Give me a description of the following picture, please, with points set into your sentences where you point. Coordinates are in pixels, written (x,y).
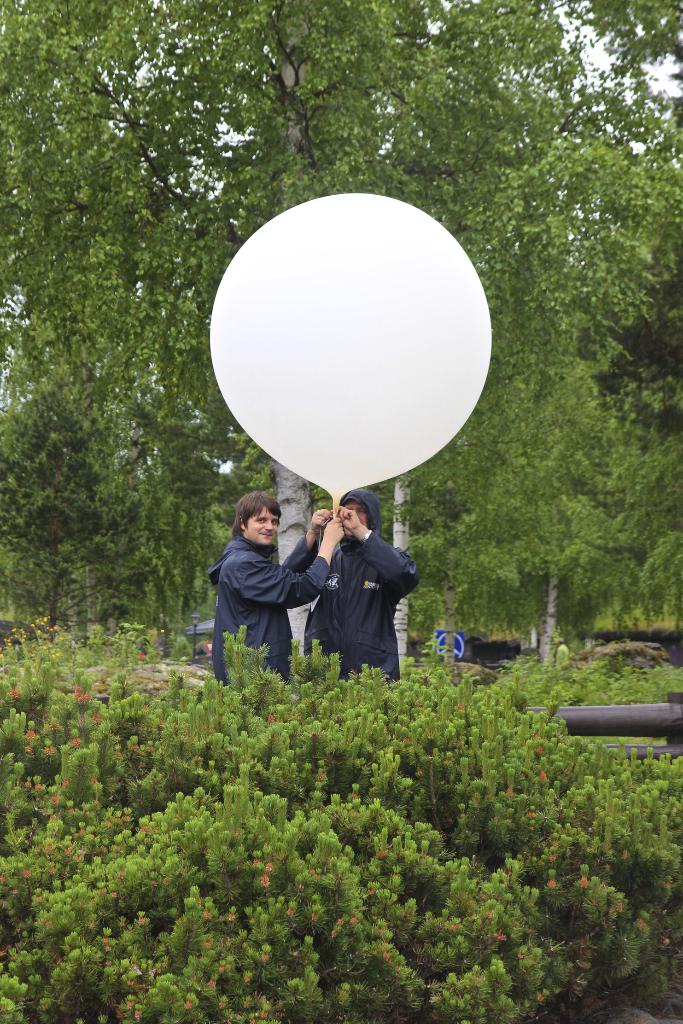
In this picture we can see two persons (247,583) are holding a balloon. There are plants (395,878), pole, and a light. In the background (167,448) there are trees (489,149) and sky (673,74).
